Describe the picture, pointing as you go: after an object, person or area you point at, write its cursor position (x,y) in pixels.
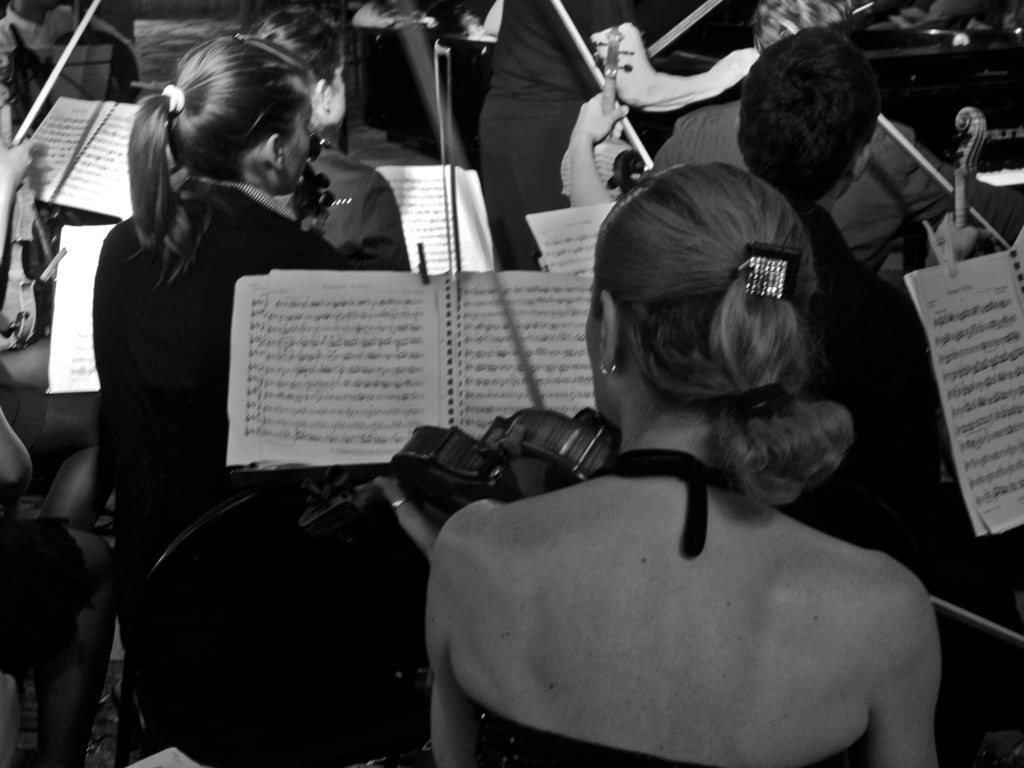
This picture describes about group of people (682,580), they are all playing violin (424,459), in front of them we can see few books (420,383).
